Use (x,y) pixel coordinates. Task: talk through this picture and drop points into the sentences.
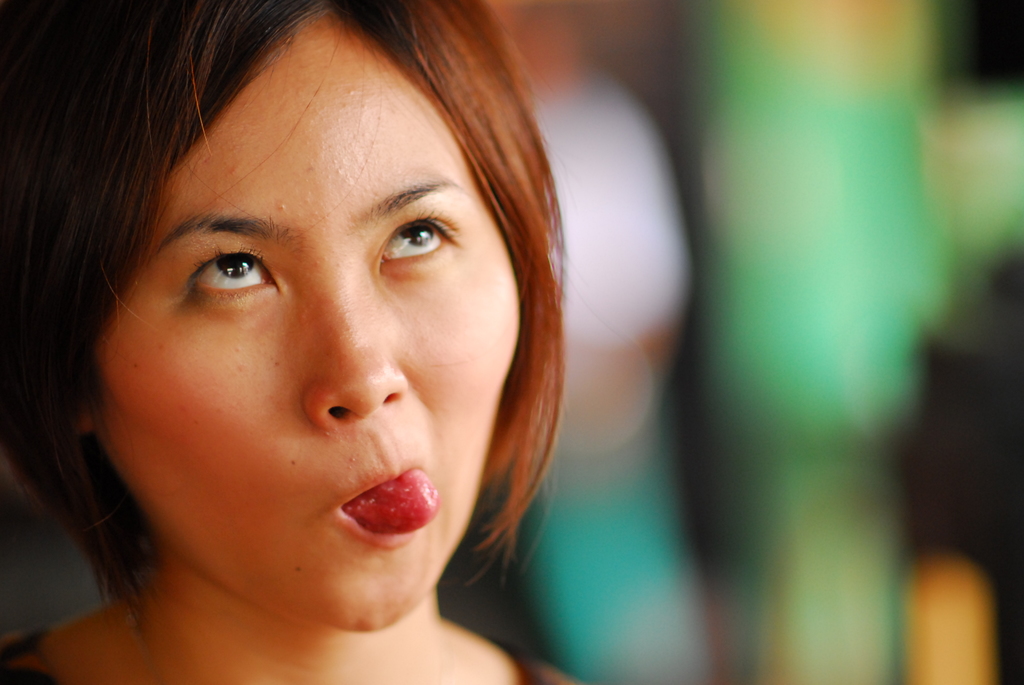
This woman (397,405) is looking upwards. Background (804,360) it is blur.
